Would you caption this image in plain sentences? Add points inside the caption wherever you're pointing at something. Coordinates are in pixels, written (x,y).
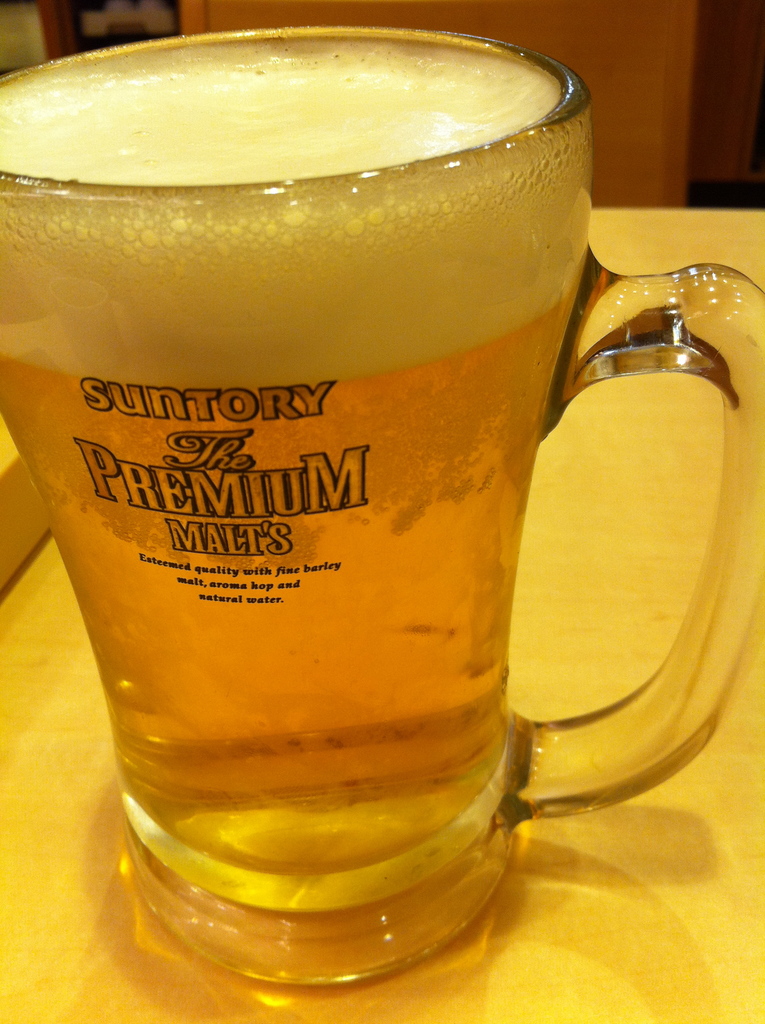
There is a glass (306,291) containing beer (402,654) on the table (614,663).
